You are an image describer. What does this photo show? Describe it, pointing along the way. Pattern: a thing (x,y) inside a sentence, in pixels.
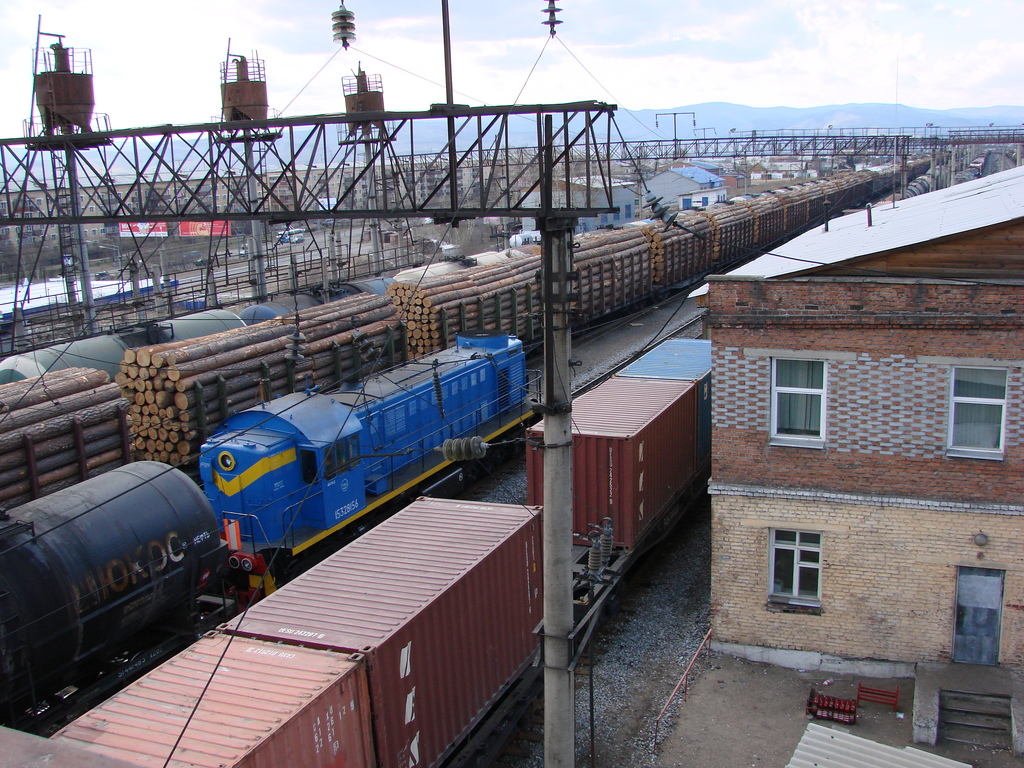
In this picture there are trains (312,397) and logs (441,308) in the image, it seems to be a warehouse (823,403) on the right side of the image (883,375) and there are vehicles (205,258), poles (291,259), and posters (207,234) in the background area of the image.
